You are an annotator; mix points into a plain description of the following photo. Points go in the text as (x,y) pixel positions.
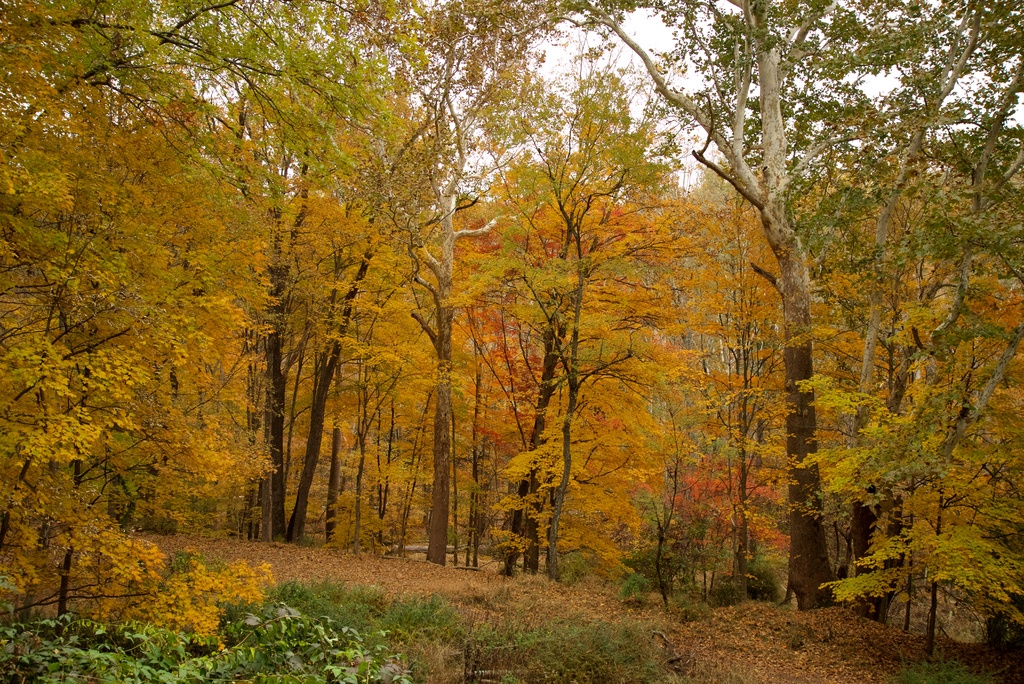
In the center of the image (639,314) there are trees (763,425). At the bottom (504,594) we can see grass (407,653). In the background (597,68) there is sky (582,66).
